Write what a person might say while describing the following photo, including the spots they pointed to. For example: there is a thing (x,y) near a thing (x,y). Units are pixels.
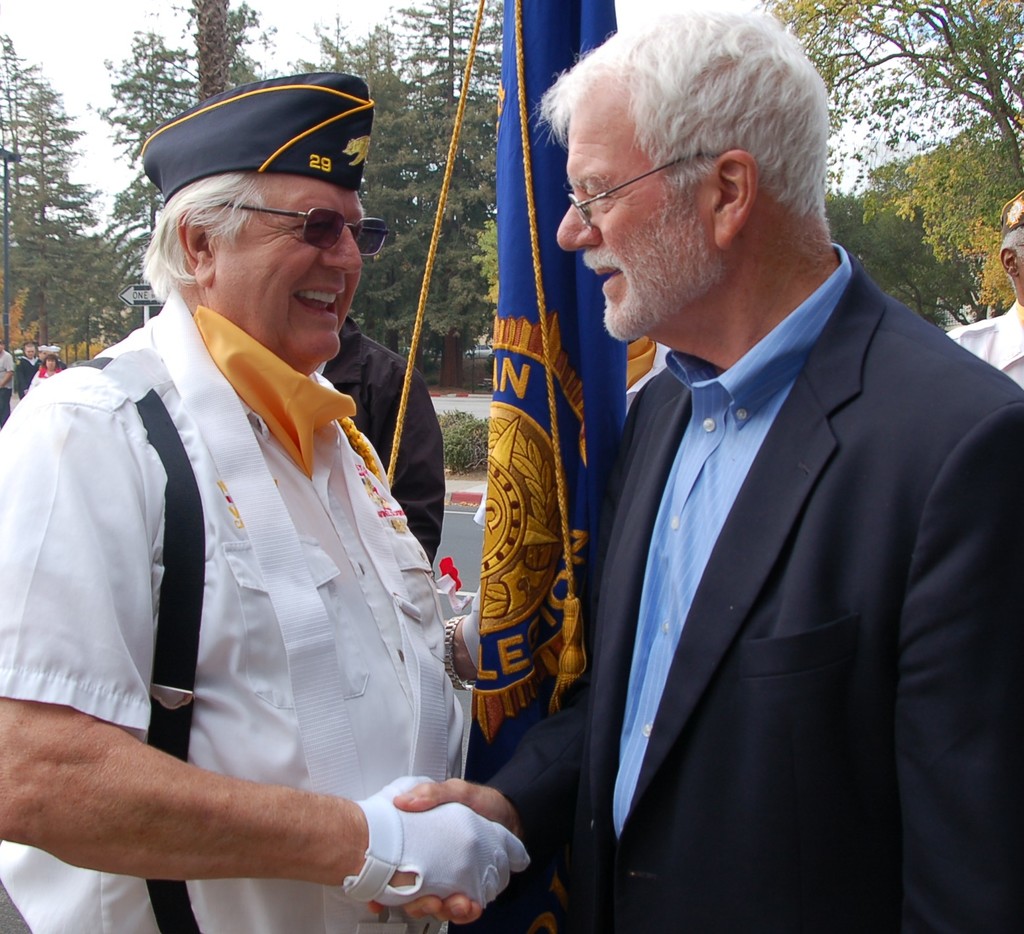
Here I can see two men (222,751) are standing, shaking their hands (433,838) and smiling by looking at each other. The man (417,737) who is on the left side (323,509) is holding a flag (527,225) in the hand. In the background (24,355), I can see some more people (58,355). In the background (982,121) there are many trees (401,87). At the top of the image (72,29) I can see the sky (66,21).
